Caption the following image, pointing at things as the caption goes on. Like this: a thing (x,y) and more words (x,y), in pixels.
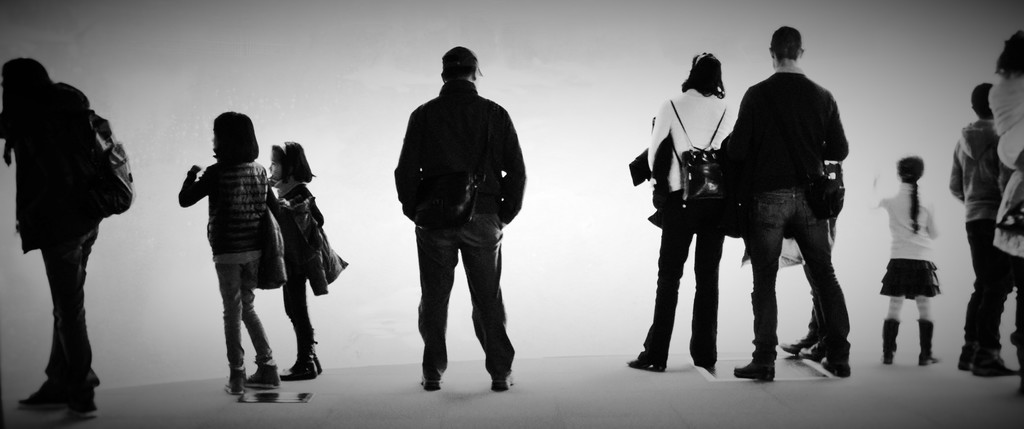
In the center of this picture (671,206) we can see the group of persons (499,190) in which some of them are wearing backpacks (700,173) and standing on the ground (639,373). In the background (372,54) we can see the white color object (312,72).
